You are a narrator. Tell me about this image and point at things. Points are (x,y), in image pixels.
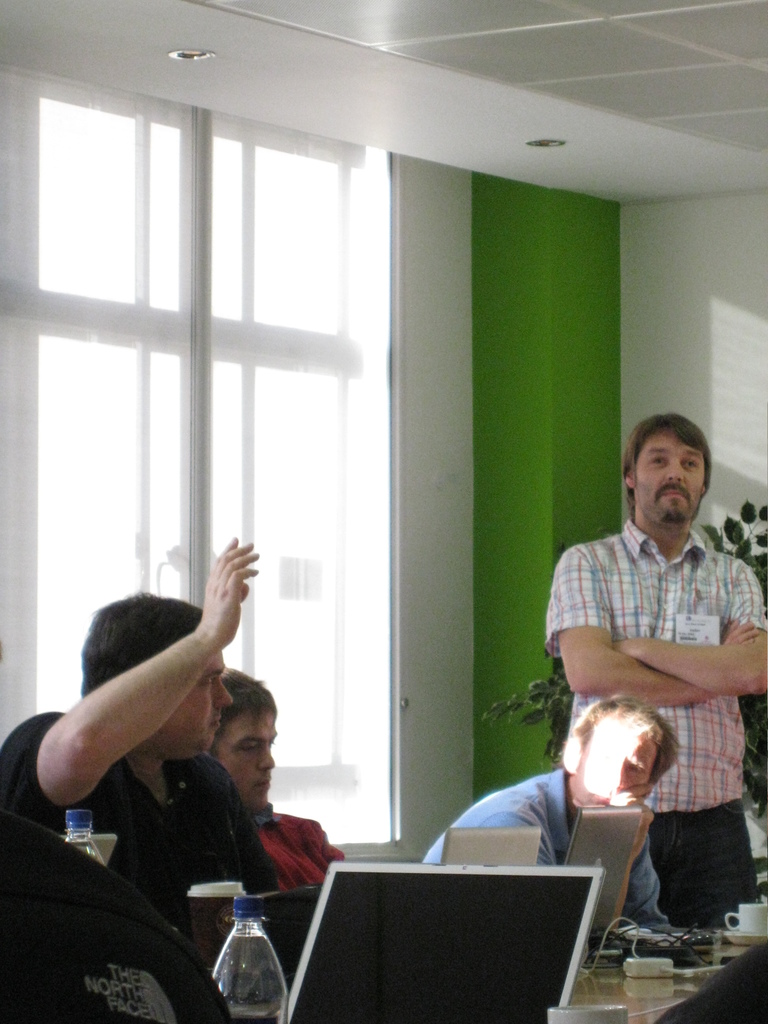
At the top of the image (519,76) there is a roof (488,84). Bottom right side of the image (649,832) there is a man (661,426) is standing, Behind him there is a plant (749,510). Bottom left side of the image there is a man (200,653) sitting. In front of him there is a bottle (274,983). Bottom right side of the image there is a table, On the table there is a laptop (602,848). Top left side of the image (166,163) there is a glass window (169,190). In front of the glass window (248,337) two people (269,694) are sitting there.
